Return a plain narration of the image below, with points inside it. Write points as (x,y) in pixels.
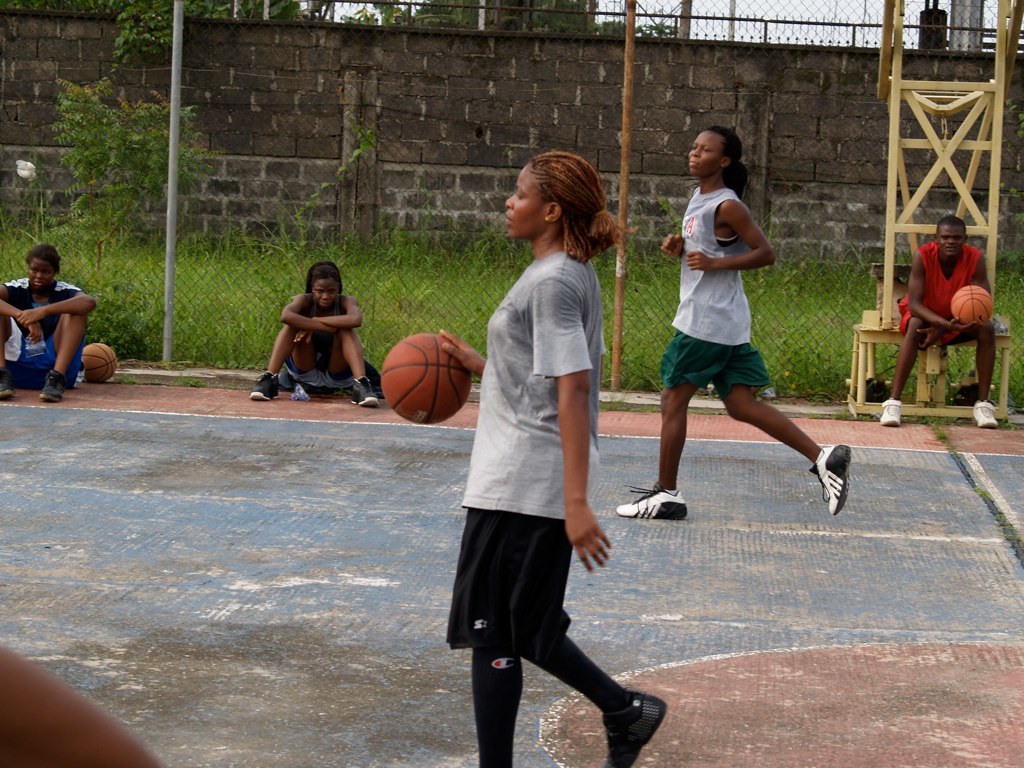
In this image we can see few people (641,732) and among them one person (570,529) which looks like she is dribbling the ball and we can see a person (980,268) holding a ball (989,299) and there is a fence (625,321). We can see some plants (501,245) and grass (647,300) on the ground (647,300) and we can see the concrete wall (615,147) in the background (214,163).
